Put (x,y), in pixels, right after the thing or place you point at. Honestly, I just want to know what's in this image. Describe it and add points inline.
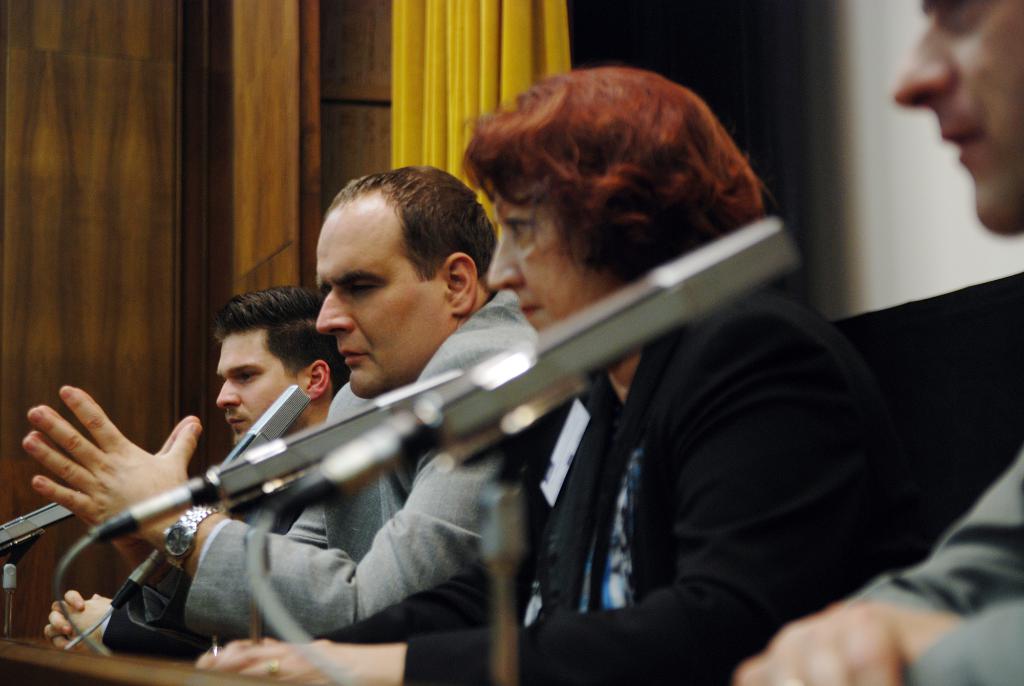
In this image there are people (718,476) sitting on chairs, in front of them there is a table (48,644), on that table (213,685) there are mike's (513,651), in the background (43,169) there is a wooden wall (373,40) and a curtain (514,26).
